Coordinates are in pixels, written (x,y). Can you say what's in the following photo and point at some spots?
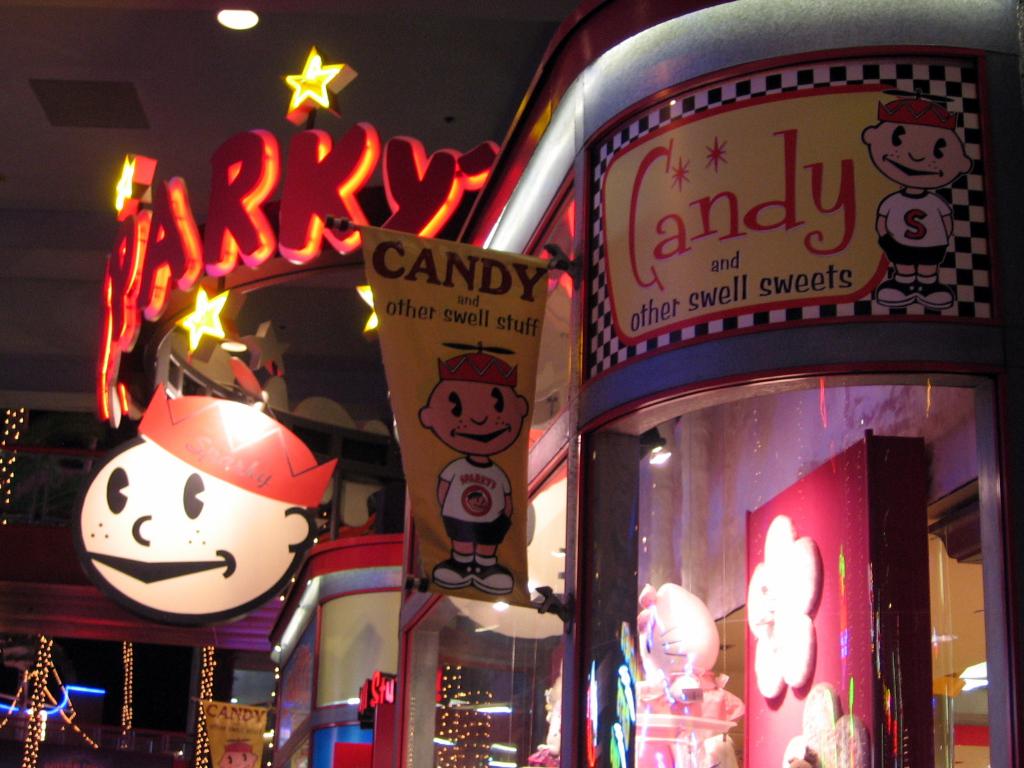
In this picture I can see banner (468,438) attached to the wall (657,389). I can also see some other objects (762,654). On the left side (44,718) I can see some lights (75,686) on poles (37,681). Here I can see a light (226,19) on the ceiling (233,42).
